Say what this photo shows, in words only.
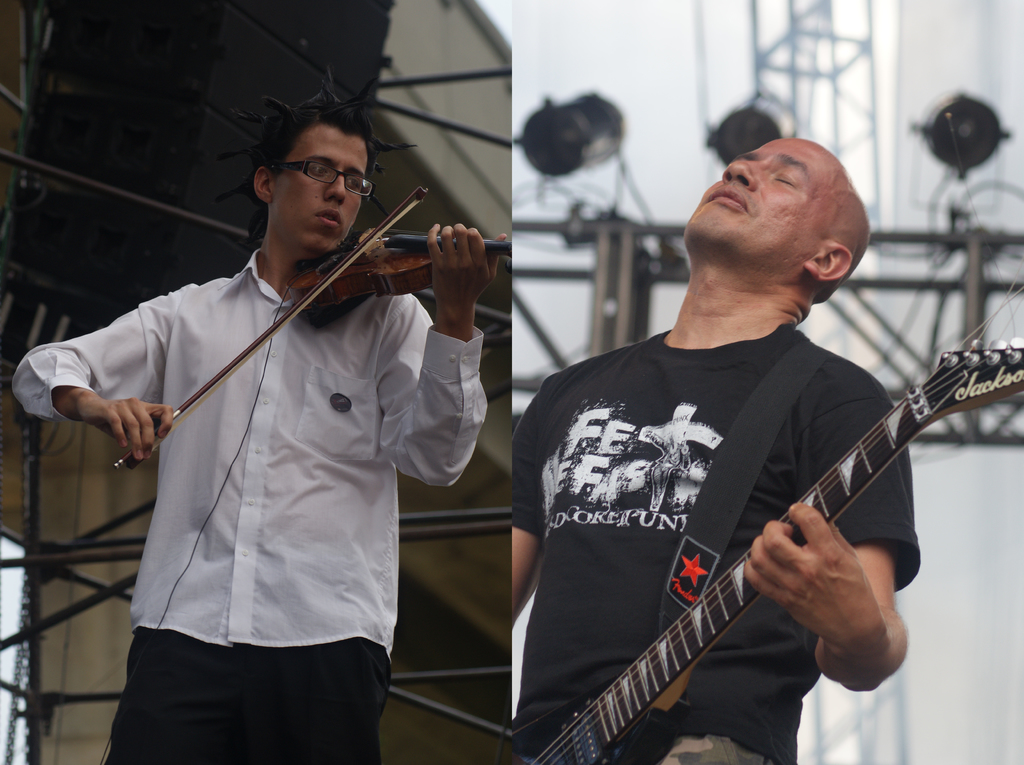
They both are standing and they both are playing musical instruments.
